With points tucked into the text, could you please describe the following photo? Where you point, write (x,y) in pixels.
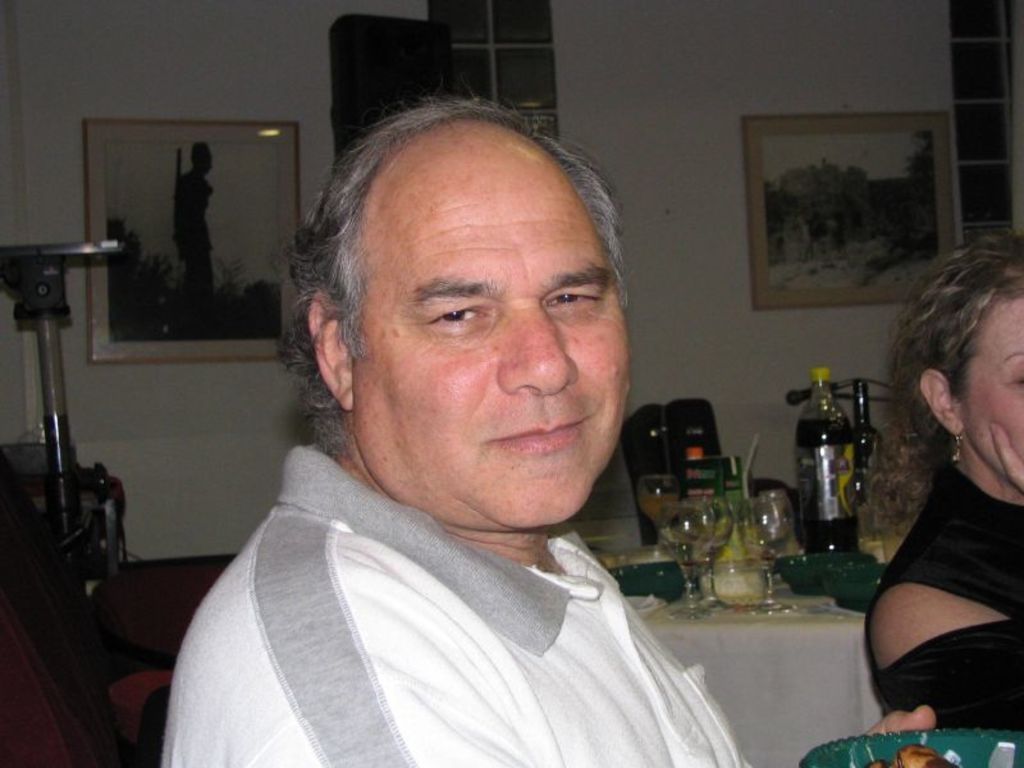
In this image there is man (582,705), he is wearing white and grey color T-shirt (441,637) and a holding a bowl (880,756) in his hand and giving a pose to a photograph, beside him there is a woman (889,388) she is wearing black color dress (953,656), behind the man (682,683) there is a table (709,619) on that table (744,614) there are glasses (705,612), bottles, bowls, tissue papers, in the background (658,146) there is wall (145,96) to that there are some photo frames (263,189).
